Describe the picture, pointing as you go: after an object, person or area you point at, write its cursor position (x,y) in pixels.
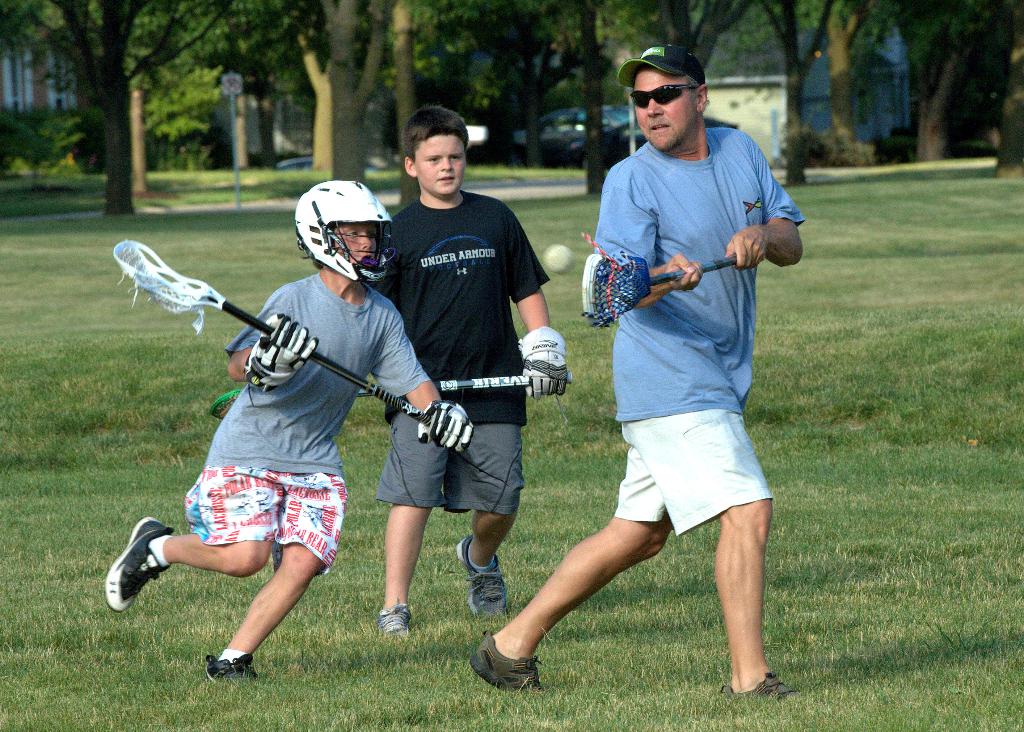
In this image we can see three persons (720,223) standing on the ground (181,585) and holding lacrosse sticks (149,294) in their hands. In the background (564,128) we can see car (578,128), trees (325,84), sign board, buildings (34,62) and a ball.
